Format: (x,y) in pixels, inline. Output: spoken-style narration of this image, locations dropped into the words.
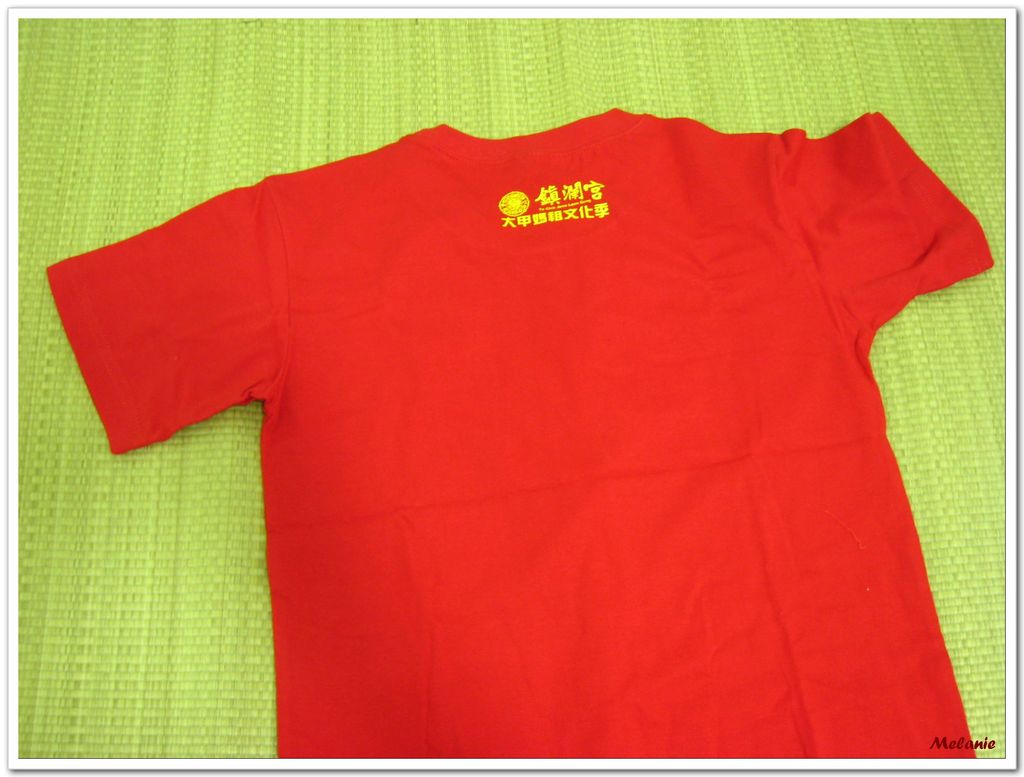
In this image there is a red color T-shirt (591,468) truncated towards the bottom of the image (407,731), there is a green colored cloth (447,97) truncated at the background of the image (76,241), there is text (971,747) towards the bottom of the image (969,742).
